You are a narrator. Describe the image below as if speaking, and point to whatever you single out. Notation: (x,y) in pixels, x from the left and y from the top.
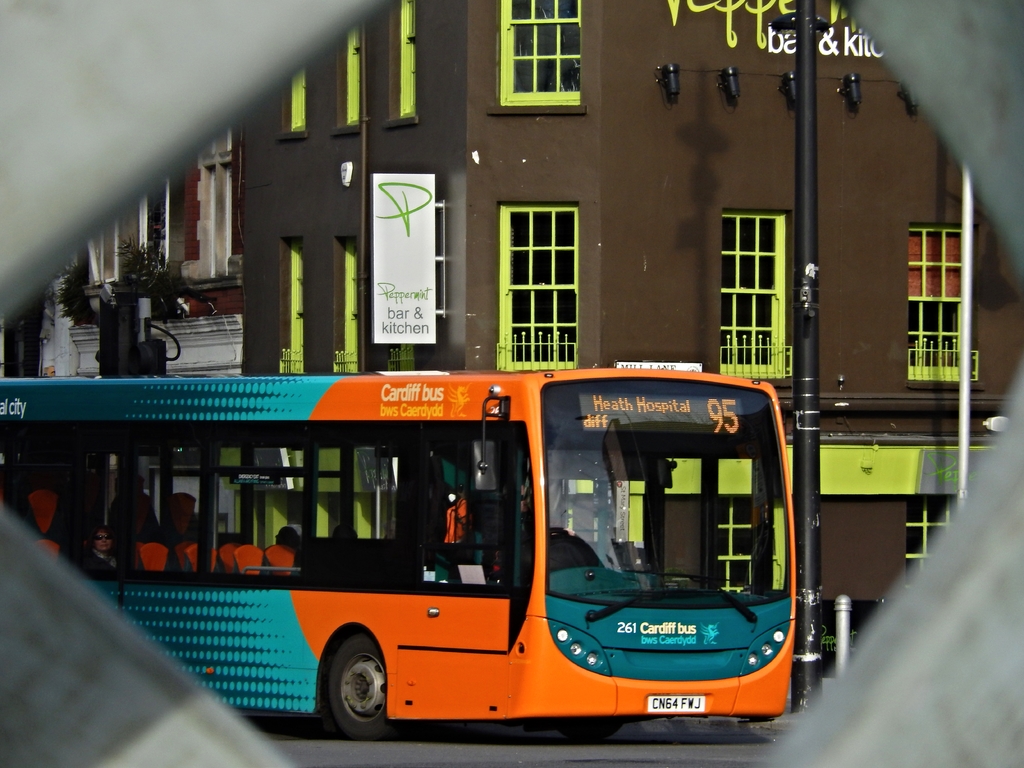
In this picture we can see a bus (420,541) traveling on the road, there is a digital display (646,426) here, in the background (664,221) we can see a building (698,339), a hoarding (397,255) and a pole (797,283), we can also see windows (546,252) of this building (642,244) here.
